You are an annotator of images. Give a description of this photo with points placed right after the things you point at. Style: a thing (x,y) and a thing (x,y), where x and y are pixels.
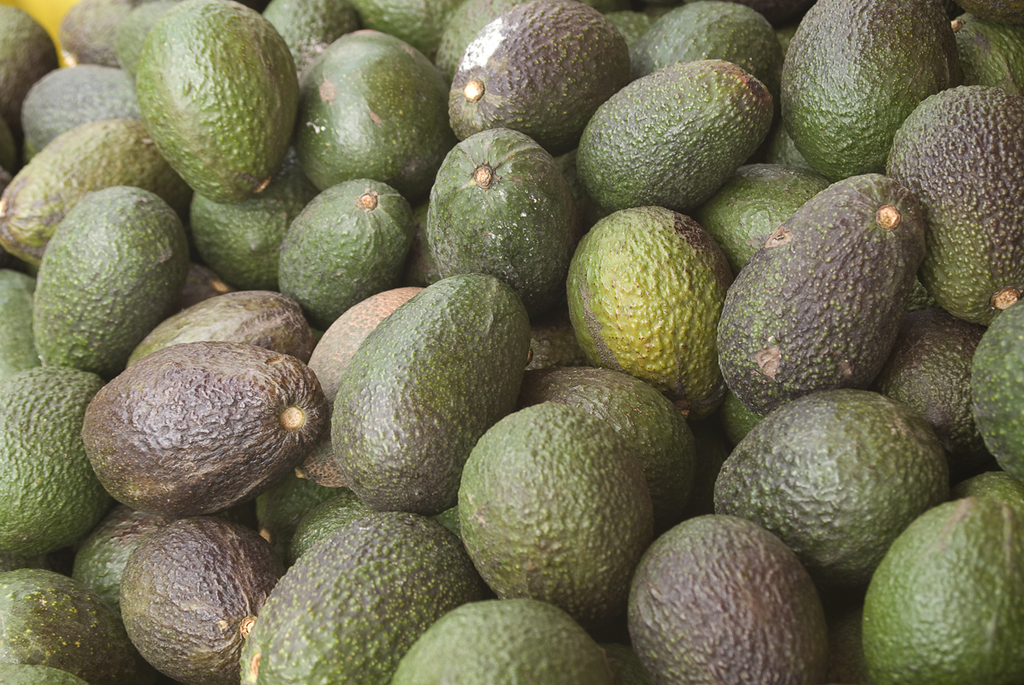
In this picture we can see many green color avocado fruits (526,502) seen in the image.
